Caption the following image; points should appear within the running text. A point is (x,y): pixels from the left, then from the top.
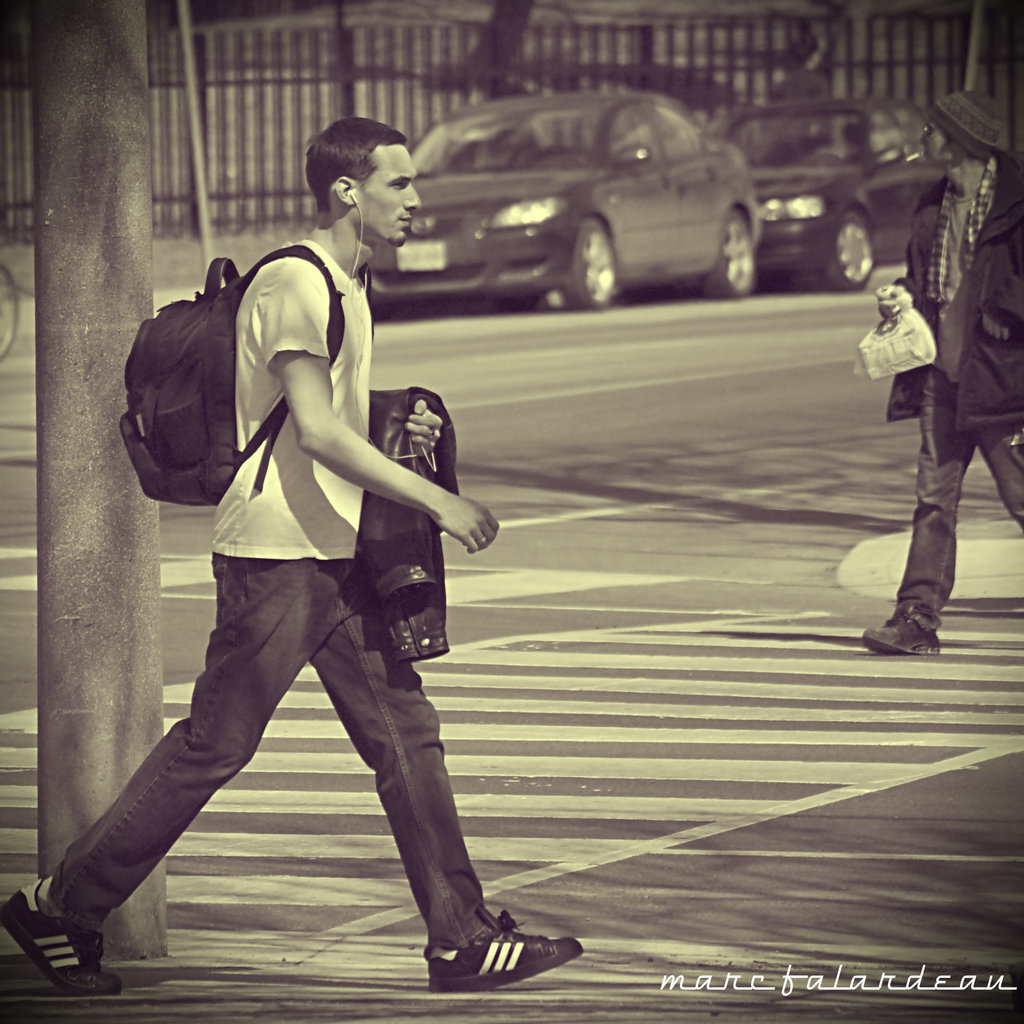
In this image, I can see two people (929,325) walking on the road (572,864). I can see two cars (697,216), which are parked. This looks like a pole (102,500). At the bottom of the image (699,979), I can see the watermark (709,980).
